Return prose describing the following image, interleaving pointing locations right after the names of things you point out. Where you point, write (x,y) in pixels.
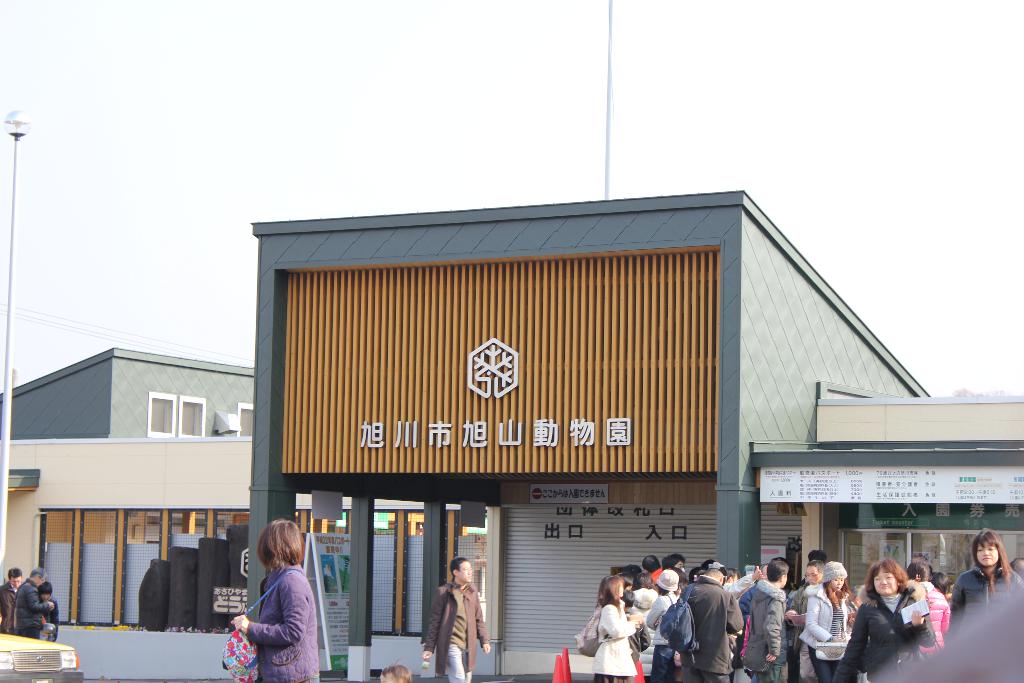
In the foreground of this image (556,378), there is a building (569,405) and the crowd (599,617) standing on the ground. In the background (135,384), we can see buildings (70,403), poles (14,199), cables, and the sky (203,106).
